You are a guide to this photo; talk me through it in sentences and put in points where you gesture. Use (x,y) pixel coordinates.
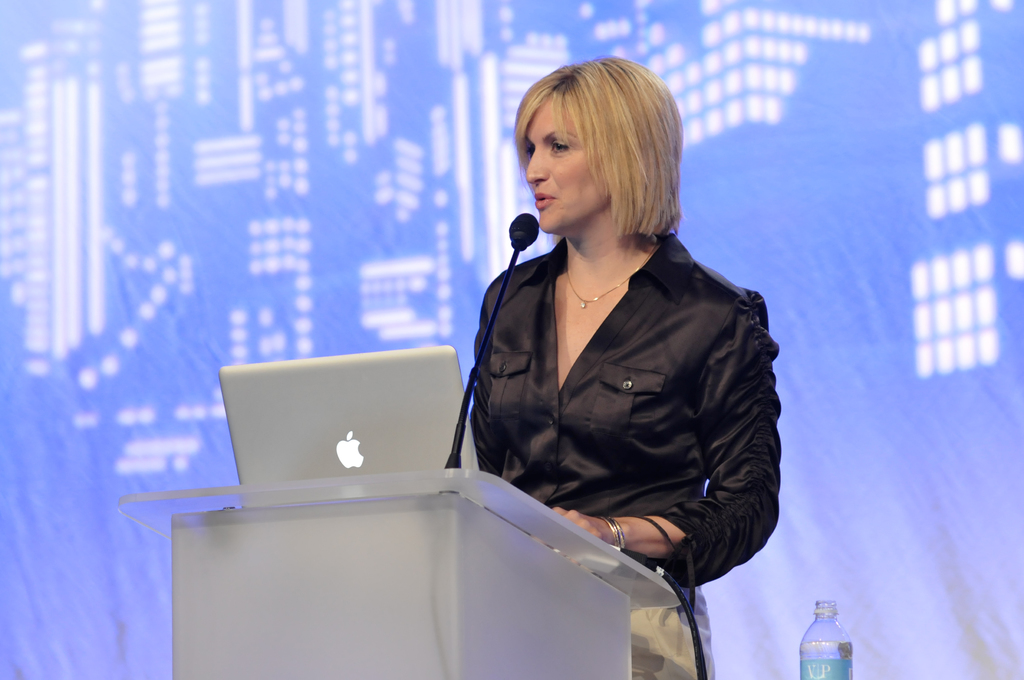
There is a woman (605,233) in black color shirt (649,450) standing and speaking in front of a silver color stand (373,568) on which, there is a silver color laptop (337,366), black color mic (514,245) which is attached to the black color stand (458,441) near a bottle (827,667) which is on the table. In the background (902,237), there is a blue color hoarding (223,193).
